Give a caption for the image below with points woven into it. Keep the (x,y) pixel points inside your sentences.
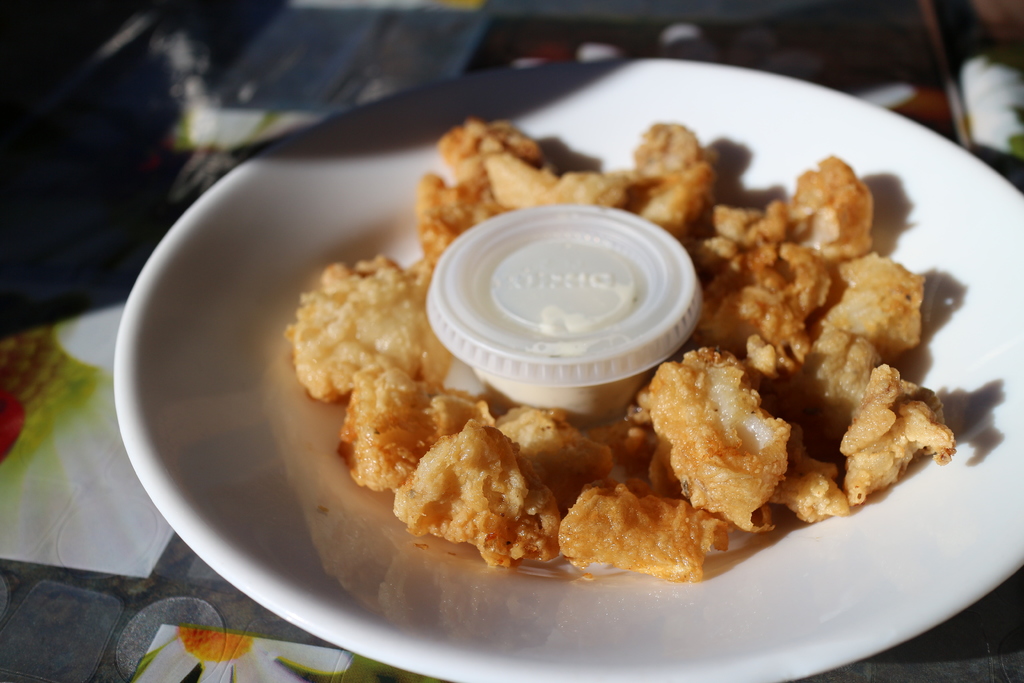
In this image I can see food items (766,380) and a cup (598,291) in a white plate (311,568).
